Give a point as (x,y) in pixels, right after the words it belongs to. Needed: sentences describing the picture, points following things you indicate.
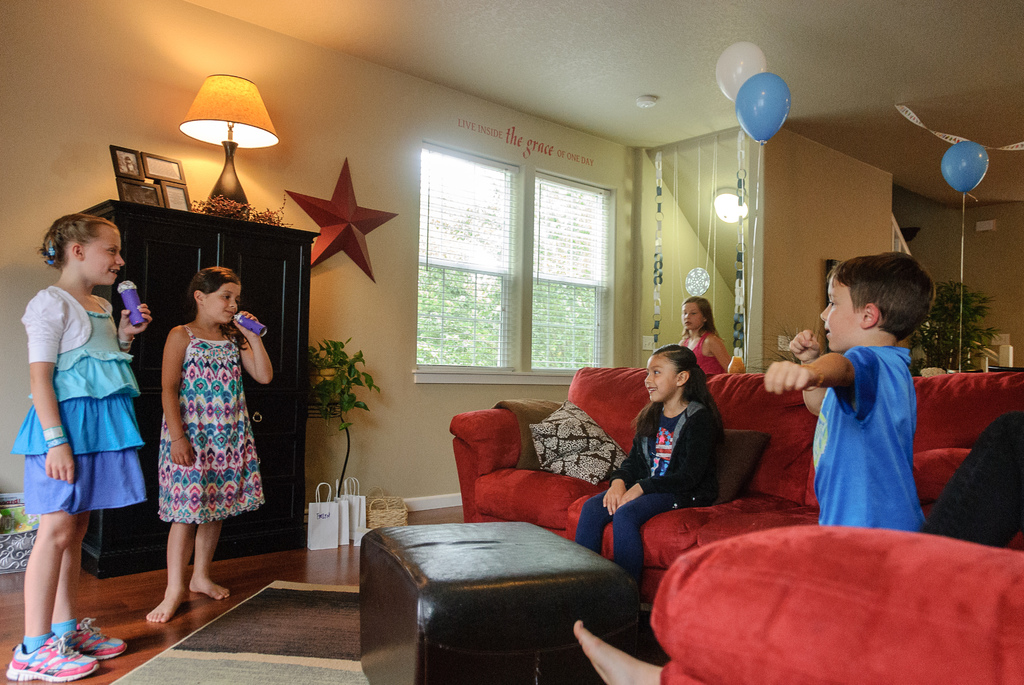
In this picture there are a group of children (183,500) among them two girls (123,329) are singing holding a microphone (135,303), one boy (834,455) is pretending to sing and the girl (633,460) sitting on the couch (581,488) is smiling. In the background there are balloons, lamp (219,180) and a window (470,291).
